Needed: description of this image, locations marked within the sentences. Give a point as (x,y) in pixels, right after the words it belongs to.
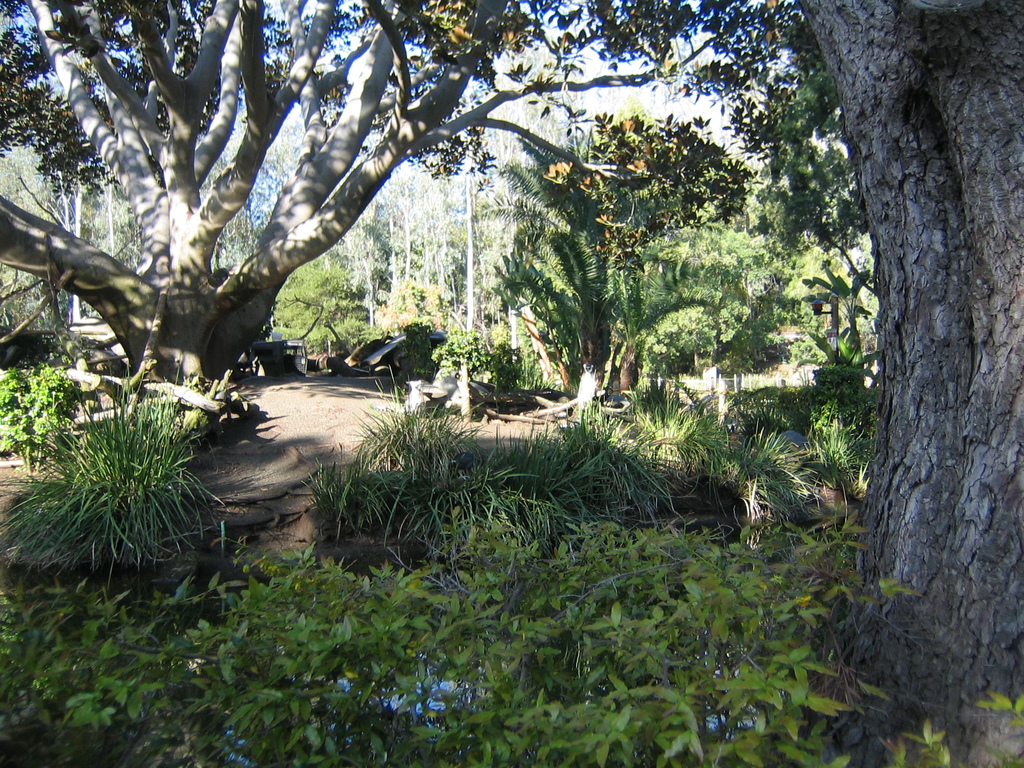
This image is clicked outside. There is bushes (597,587) at the bottom (524,565). There are trees (1010,491) in the middle (486,288). There are some vehicles (296,370) in the middle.
